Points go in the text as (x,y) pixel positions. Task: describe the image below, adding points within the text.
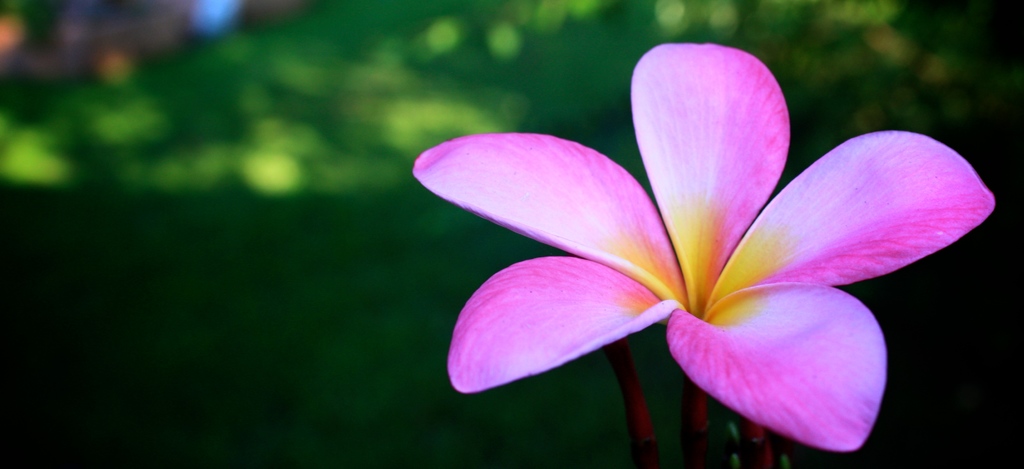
In the image on the right side (703,373) there is a pink flower (680,306). And there is a green color background (327,154).
